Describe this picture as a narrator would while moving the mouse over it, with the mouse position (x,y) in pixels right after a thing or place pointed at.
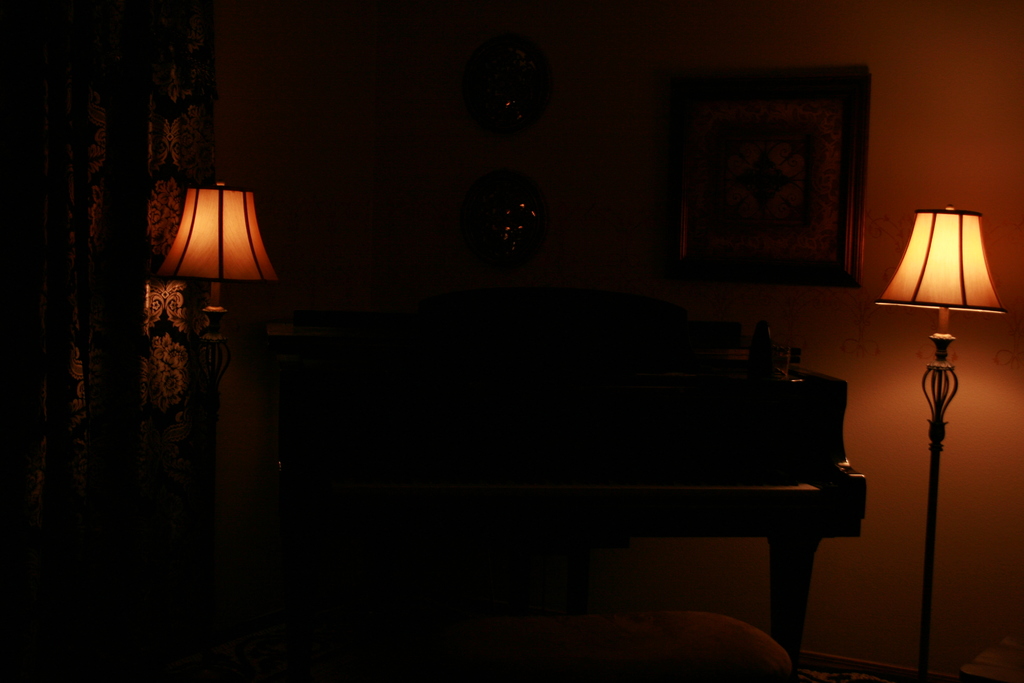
This is a picture of the inside of the house (911,328), in this picture on the right side (935,304) and left side (199,217) there are two lamps (939,372). And in the center (393,414) there is one piano (741,467), on the piano (767,417) there is one box (766,359) and there is one photo frame (759,159) on the wall (274,299). On the left side (92,257) there is one curtain (157,410), at the bottom (664,641) there is a couch (765,641).
